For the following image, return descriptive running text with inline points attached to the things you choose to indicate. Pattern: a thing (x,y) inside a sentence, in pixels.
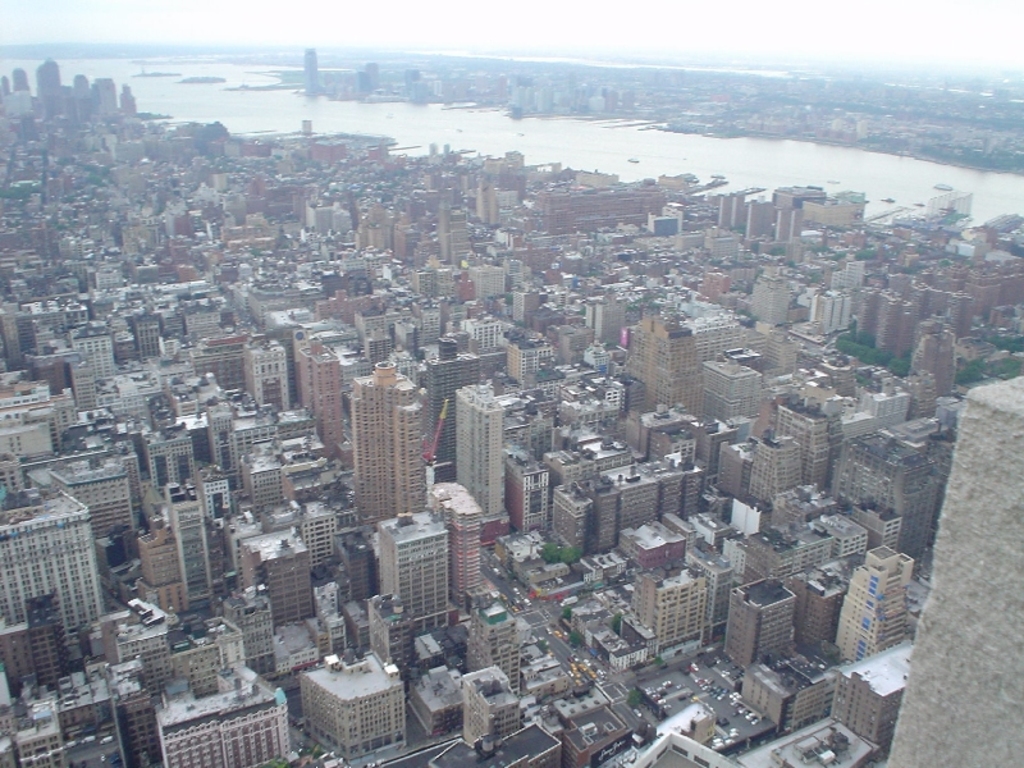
In this image we can see many buildings (572,437) and skyscrapers (496,463). There are few roads (564,650) in the image. There are many vehicles (593,676) in the image. There is a river (662,152) in the image. There are many trees (861,346) in the image. There is a sky (778,18) in the image.
